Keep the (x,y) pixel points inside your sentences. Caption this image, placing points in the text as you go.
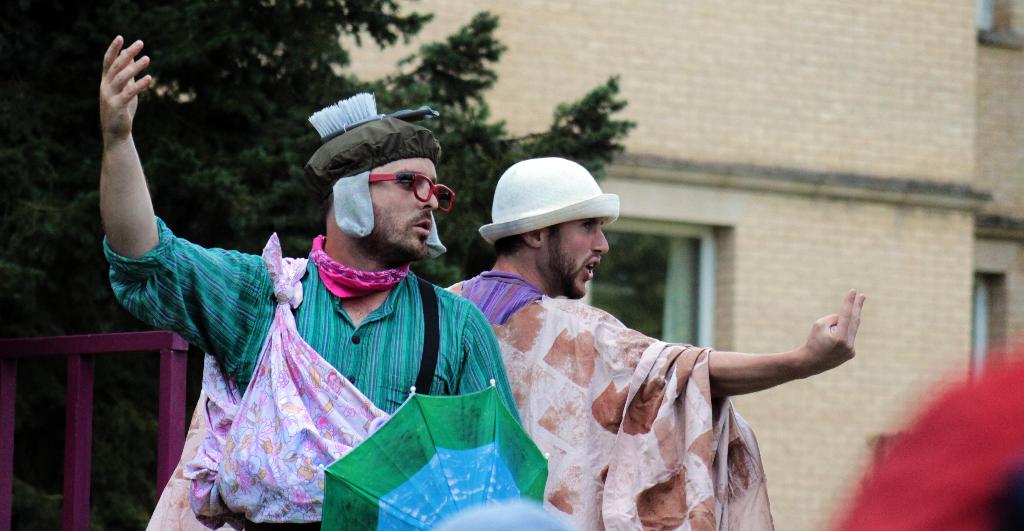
There are two persons (490,312) in different color dresses (532,296), one of them is holding an umbrella (493,427). On the right side (937,473), there is a red color object (955,469). In the background (560,65), there is a tree (248,78) near a building (695,66) which is having glass windows (664,290).
